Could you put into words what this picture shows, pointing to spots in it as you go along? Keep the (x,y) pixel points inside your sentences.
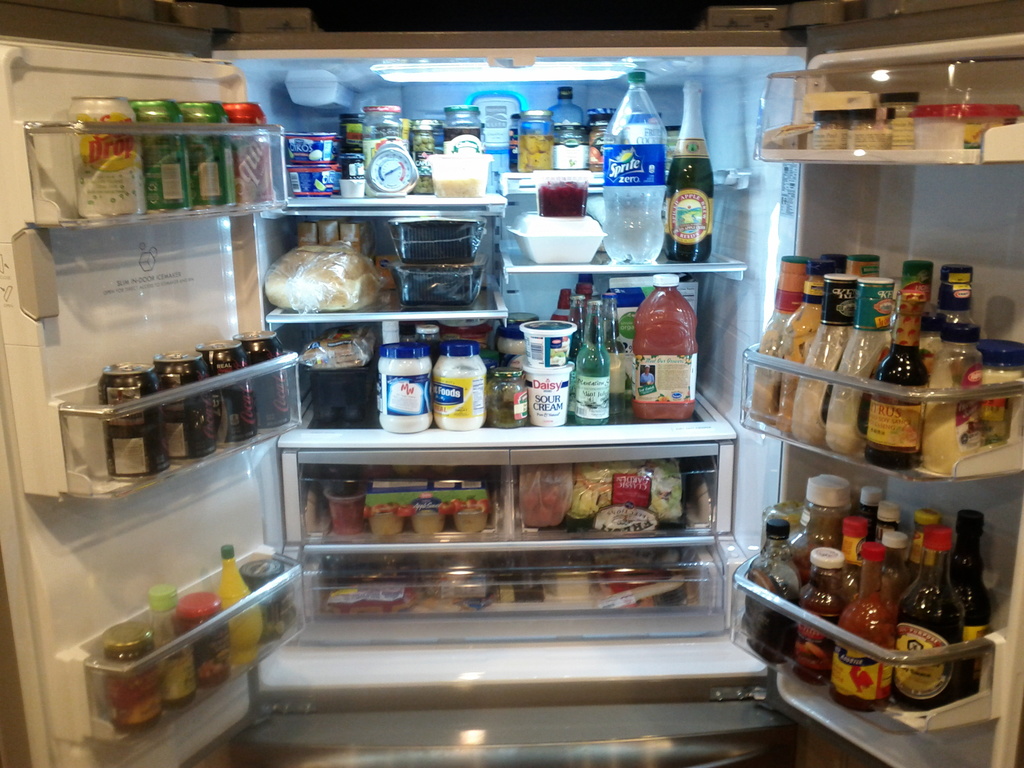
In this picture we can see bottles (962,584), jars (470,429), tins (227,403), plastic covers (311,277), bowls (532,235) and some food items (453,506) in a refrigerator (745,140).
